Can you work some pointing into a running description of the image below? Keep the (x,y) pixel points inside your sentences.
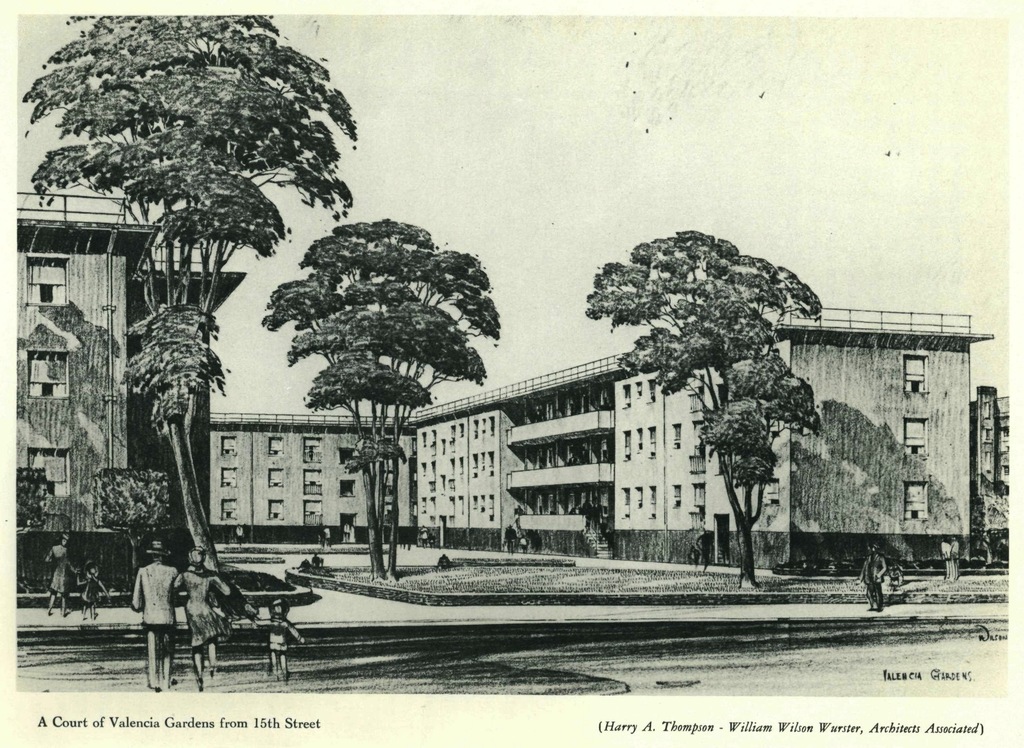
This image is a photocopy of a building (859,510). In this image there are buildings (241,437). There are trees (396,444). There are people (282,667) walking. At the bottom of the image (679,720) there is text (896,729).
